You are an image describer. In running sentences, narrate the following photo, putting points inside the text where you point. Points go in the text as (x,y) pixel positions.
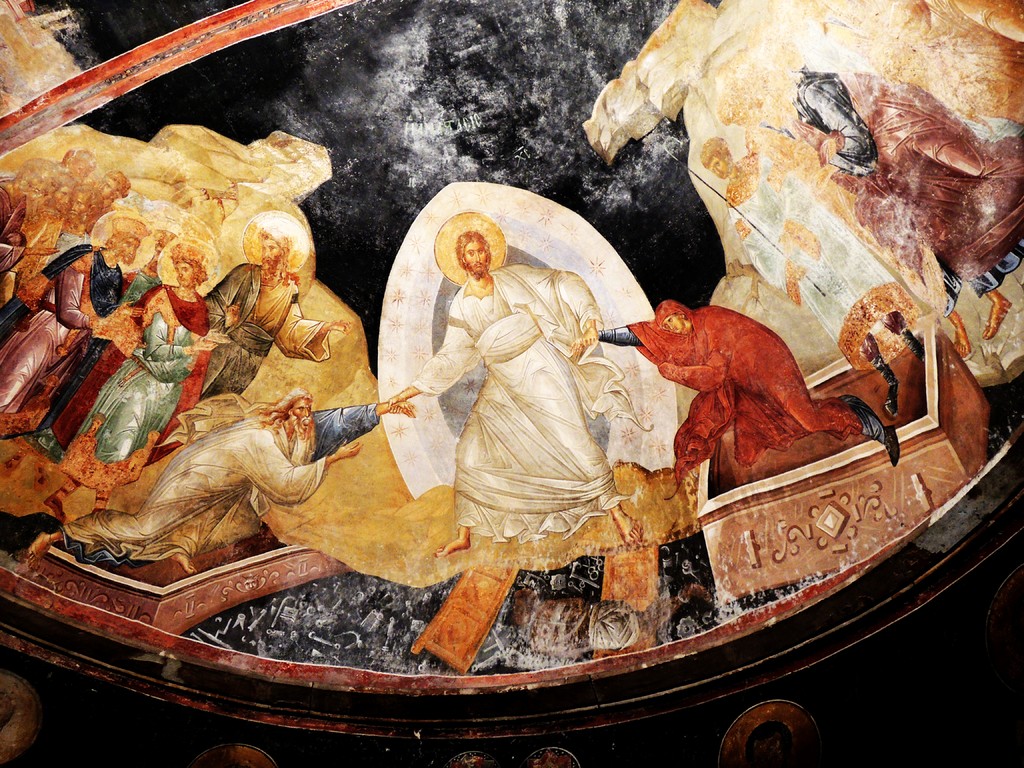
In this image we can see the painting (344,328) of few persons (493,364) and few objects (487,592).
